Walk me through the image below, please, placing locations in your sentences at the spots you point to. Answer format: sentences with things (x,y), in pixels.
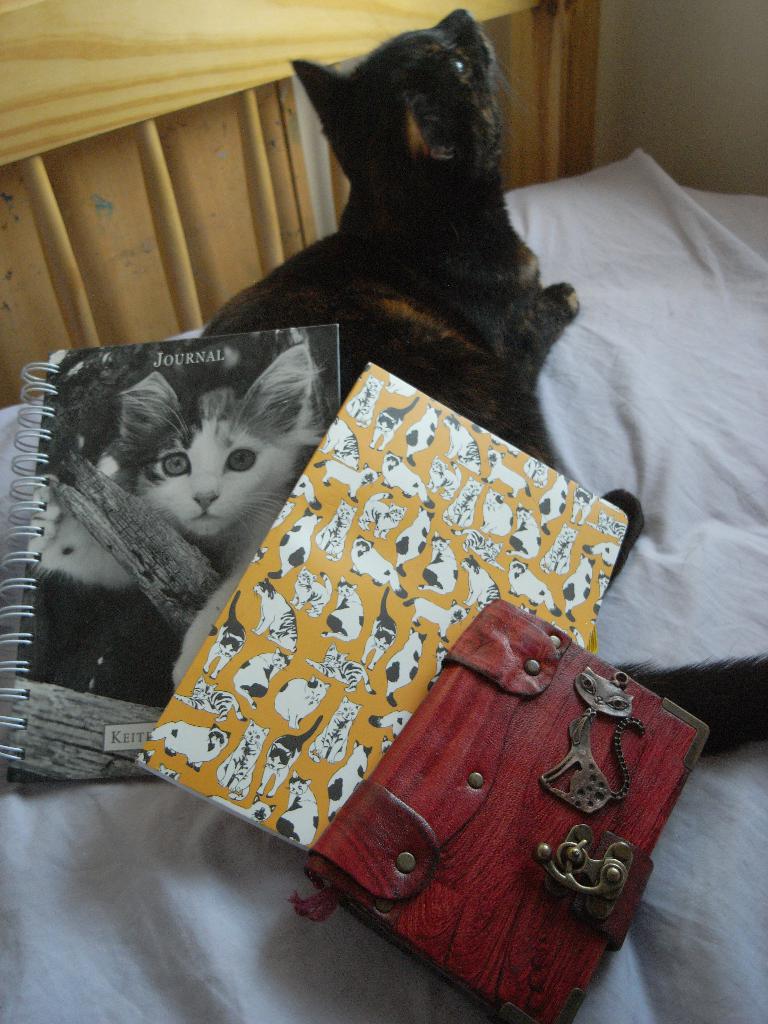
In this picture I can see a black color cat (553,322) and couple of books (388,663) and a journal (268,494) and we see a white color cloth (613,215) and a wall (615,140) on the side.
